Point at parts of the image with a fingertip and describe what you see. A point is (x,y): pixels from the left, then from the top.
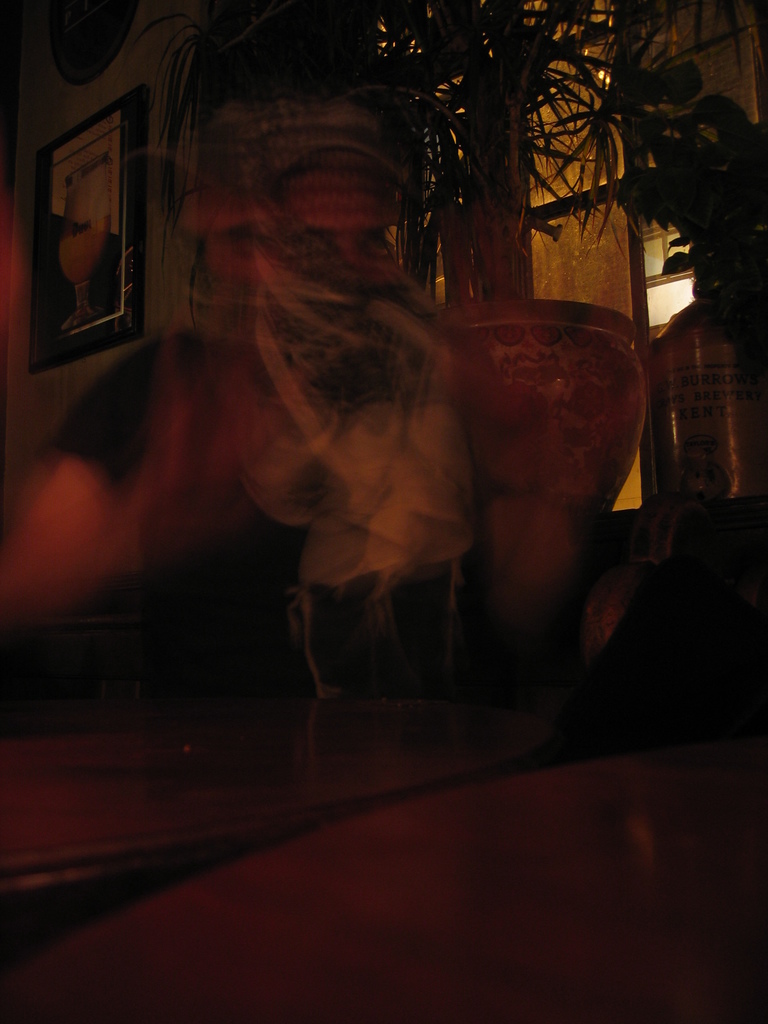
This is a dark image, in this image I can see a person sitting in the center of the image (380,345). In the top left corner (37,72), I can see a wall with wall painting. In the top right corner (520,316), I can see a potted plant (499,283). The person (464,459) is blurred.
